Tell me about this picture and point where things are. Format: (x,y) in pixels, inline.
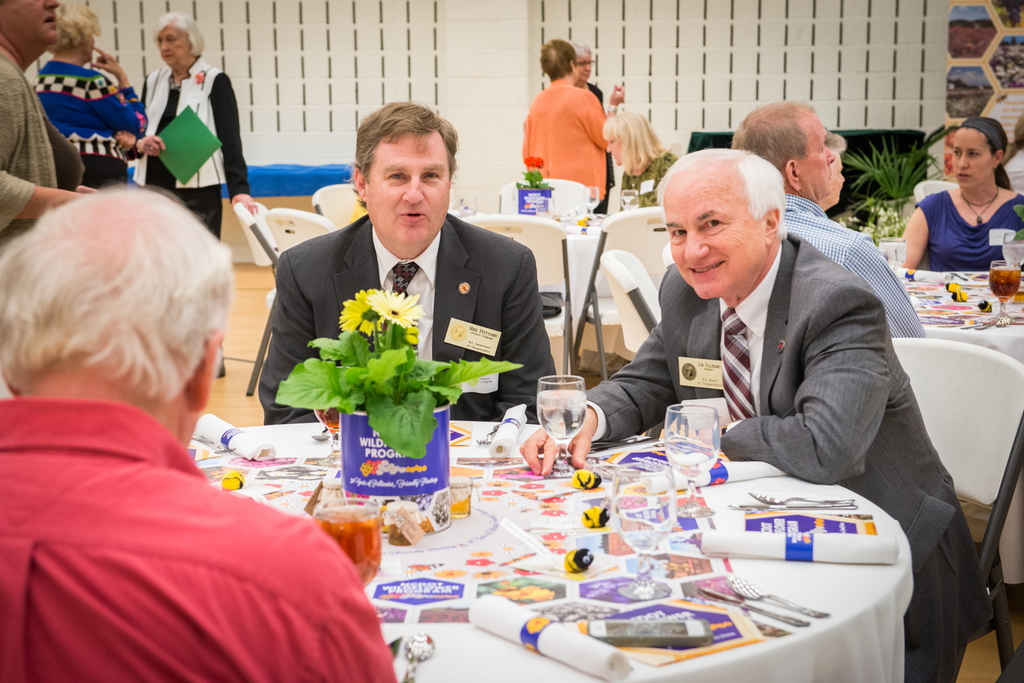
In this picture there are three people (239,580) sitting on a table (435,658). In the background (613,152) we observe many people (952,236) sitting on the table (965,282) and few (72,90) standing.
